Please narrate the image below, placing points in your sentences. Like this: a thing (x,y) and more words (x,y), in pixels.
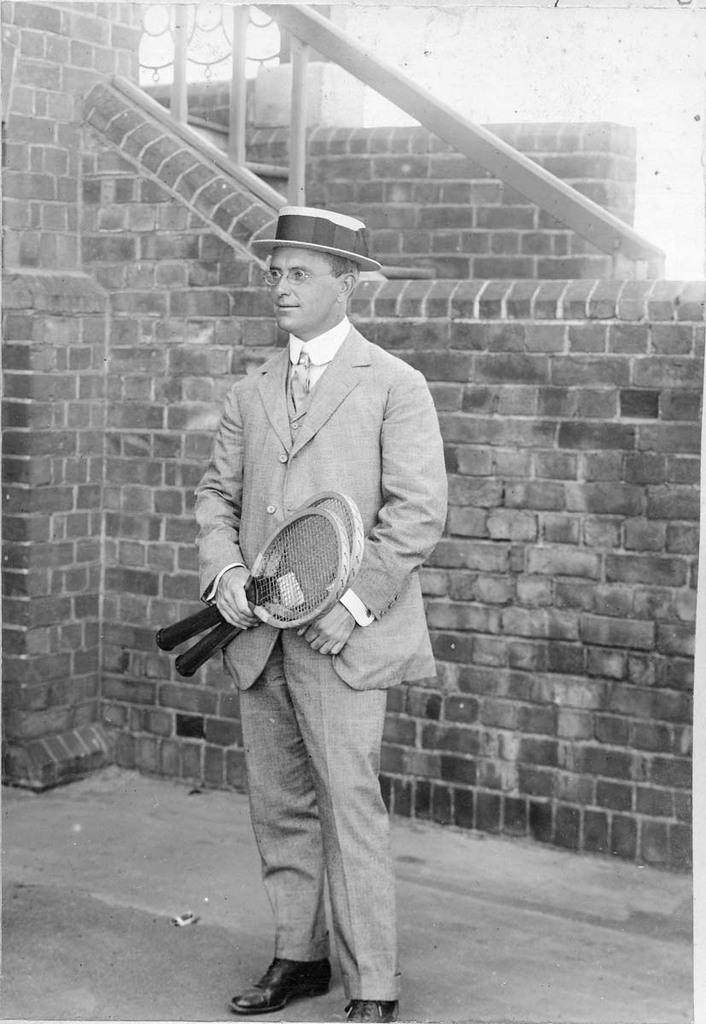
In this picture a person (305,351) holding a two racket (321,554). He is wearing a hat (334,234) and a suit (322,433). At his backside there is a brick wall (597,467). Here it's a sky (597,56).
